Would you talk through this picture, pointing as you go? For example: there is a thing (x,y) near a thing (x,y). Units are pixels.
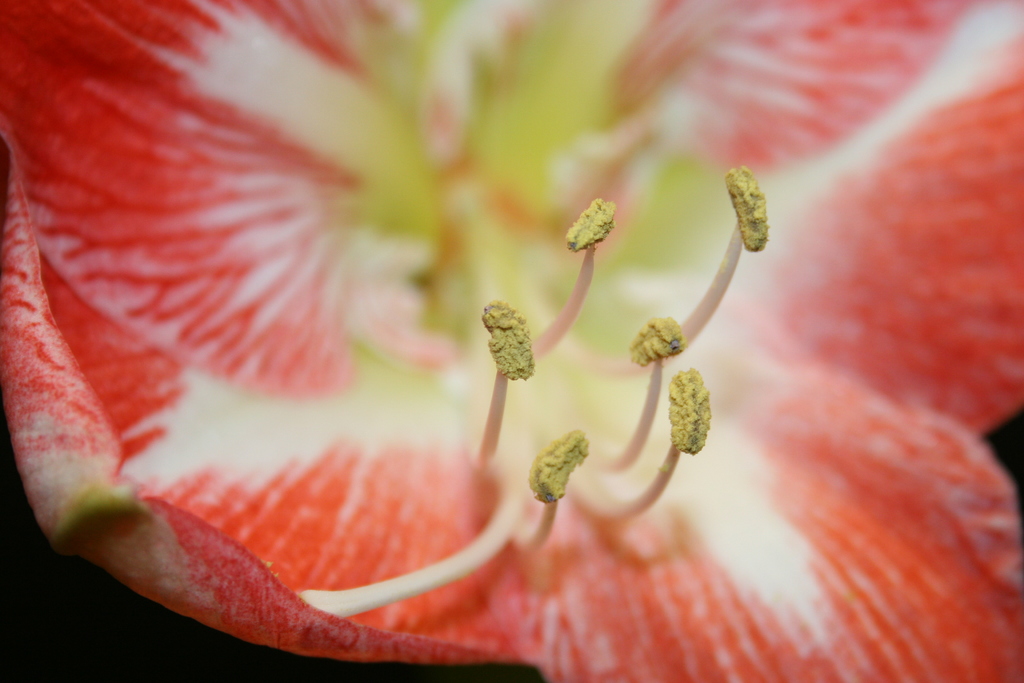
In this picture we can observe a flower (478,561) which is in red color. There are some anthers (537,476) which were in yellow color.
